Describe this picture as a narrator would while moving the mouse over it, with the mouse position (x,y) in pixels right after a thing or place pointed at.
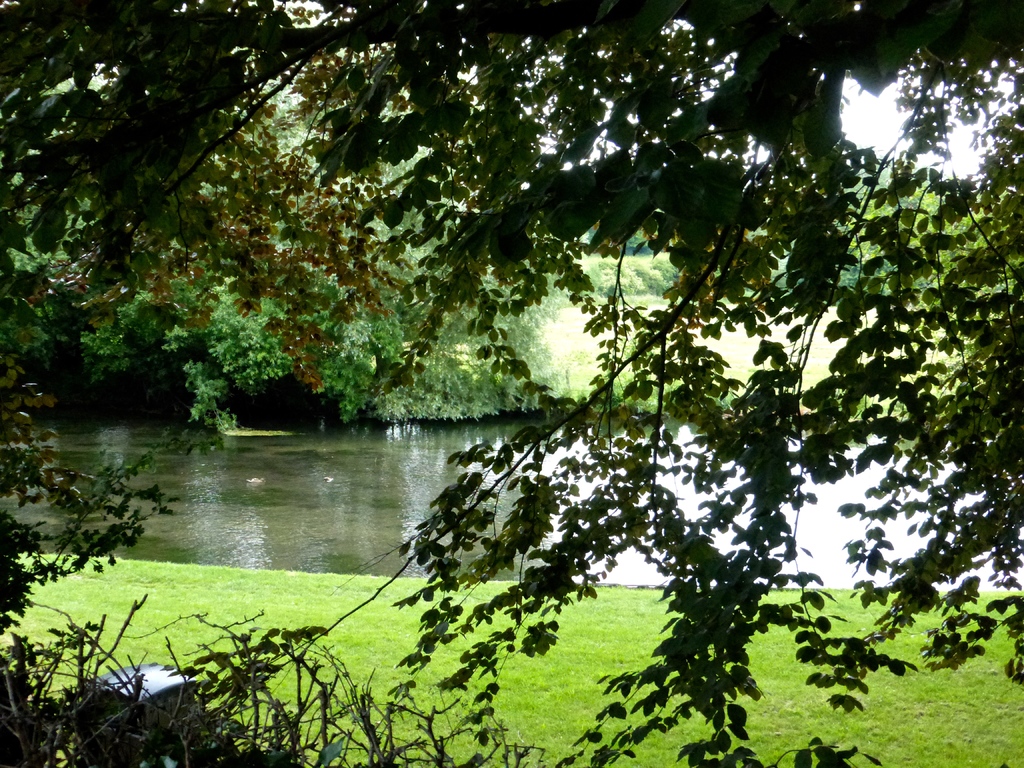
In the picture we can see some trees (865,649) and grass surface (632,613), near to it, we can see water (354,559) and some plants (448,367) beside it and some parts of the sky (899,150).
